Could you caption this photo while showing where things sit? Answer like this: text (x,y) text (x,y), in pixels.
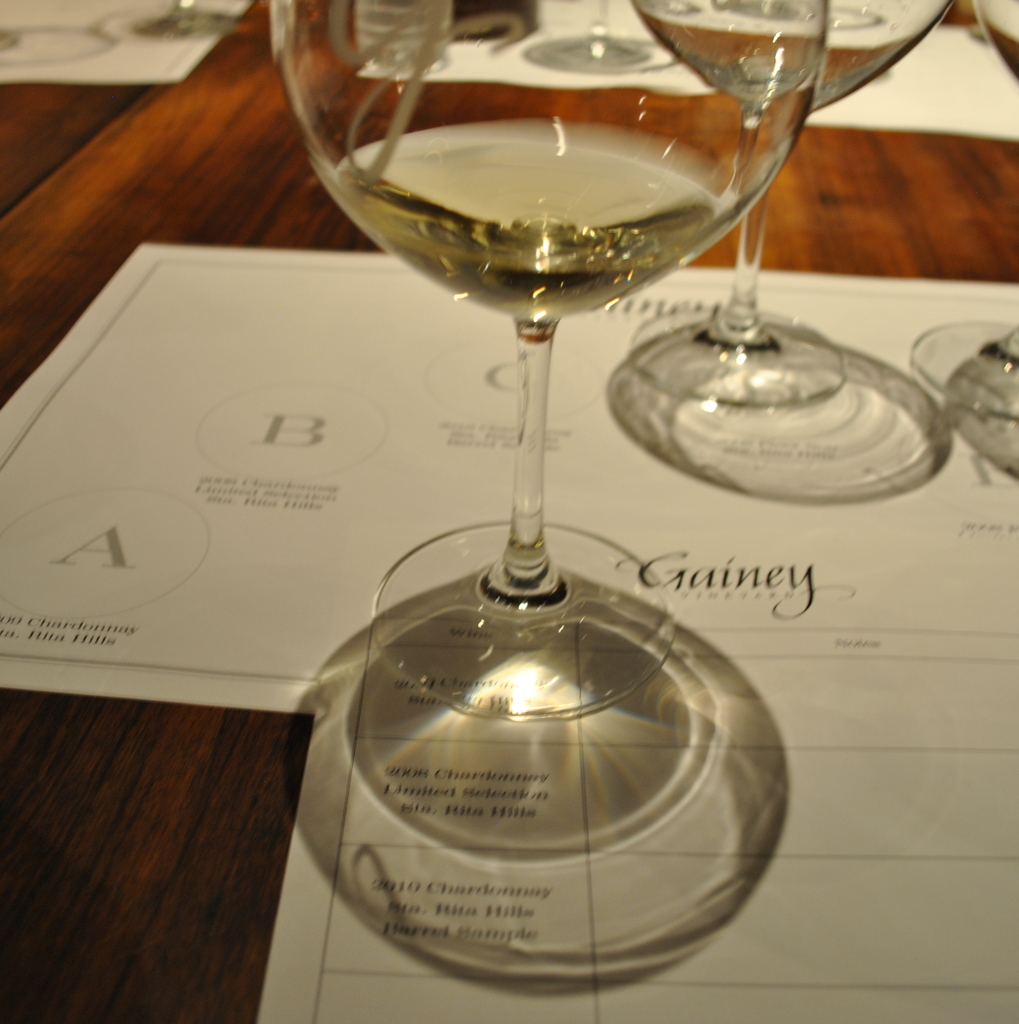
In this image there is a table (113,723) on which there are many glasses (749,274) on the papers (342,711). On the table (191,182) there are few papers (250,465).
